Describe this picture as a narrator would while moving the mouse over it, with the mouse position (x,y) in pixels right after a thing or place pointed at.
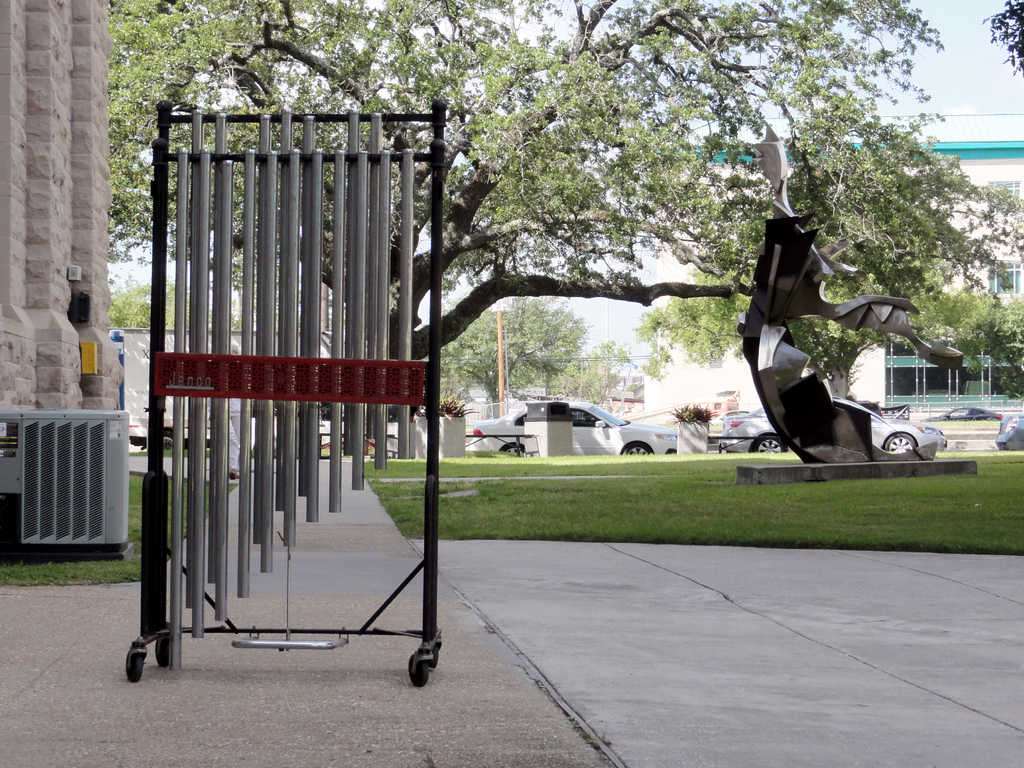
In this image we can see a sculpture (809,438) on the grassy land (688,477). Behind the sculpture (805,422), we can see potted plants (464,431), cars (611,425), building (675,360) and trees (550,185). On the left side of the image (201,333), we can see a musical instrument (272,383), a machine (68,472) and a wall (33,239). Behind the tree (549,30), we can see the sky (965,34). At the bottom of the image (406,695), we can see the pavement (524,762).
